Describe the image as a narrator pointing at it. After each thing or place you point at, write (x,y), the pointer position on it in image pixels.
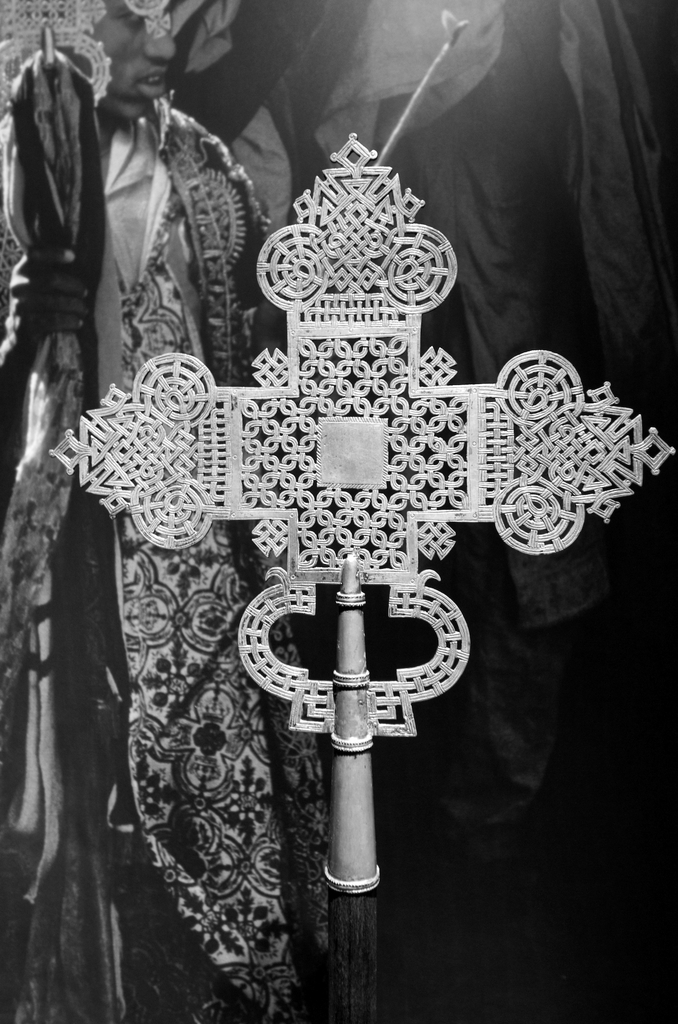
This is a black and white pic. We can see objects (338,779). In the background (130,553) on the left side (130,553) we can see a person (117,268) is holding an object (94,248) in the hand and there are clothes (305,110).
